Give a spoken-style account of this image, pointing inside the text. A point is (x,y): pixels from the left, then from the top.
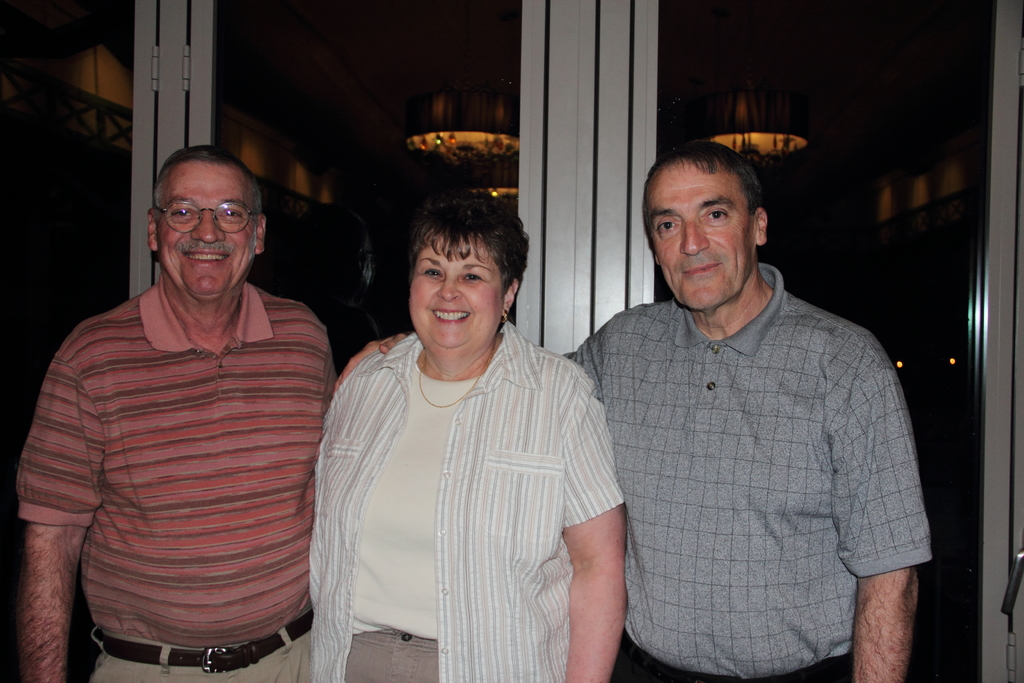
In this picture we can see there are three people (459,545) standing and behind the people (423,447) there is a glass door (552,97), some objects (454,141) and a dark background (832,227).
